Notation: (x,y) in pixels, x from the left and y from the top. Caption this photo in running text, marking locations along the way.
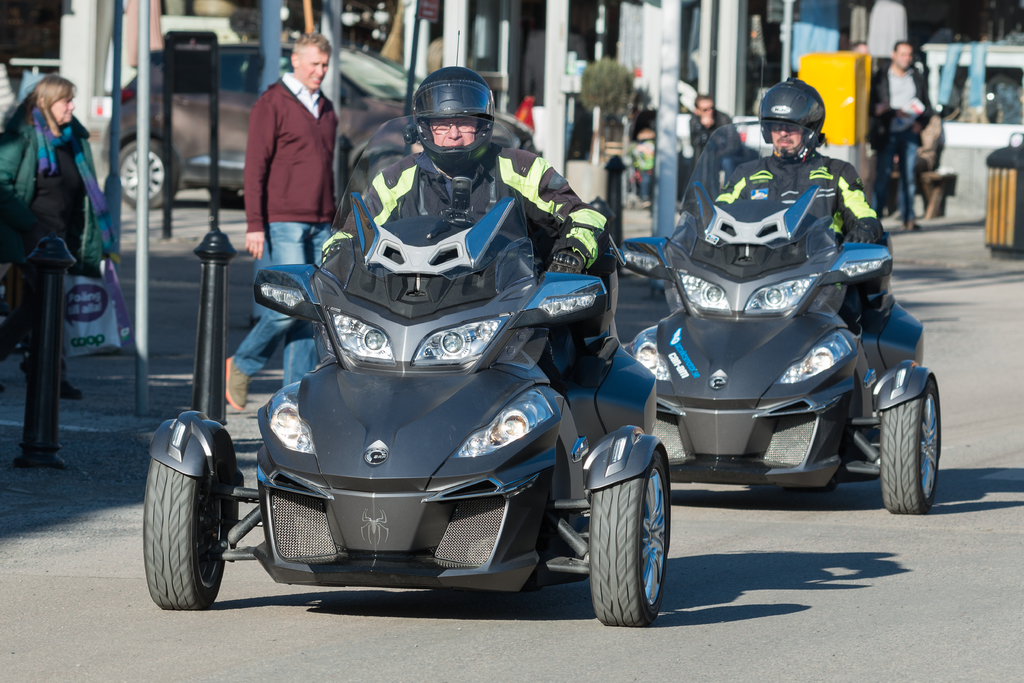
In this picture I can observe two persons (785,157) on the vehicles (572,468). They are wearing black and green color suits (476,199) and helmets (446,104) on their heads (454,117). There are some people (284,228) in this picture. In the background (357,84) there is a car (347,80) on the road (277,371). I can observe some poles (137,135).
